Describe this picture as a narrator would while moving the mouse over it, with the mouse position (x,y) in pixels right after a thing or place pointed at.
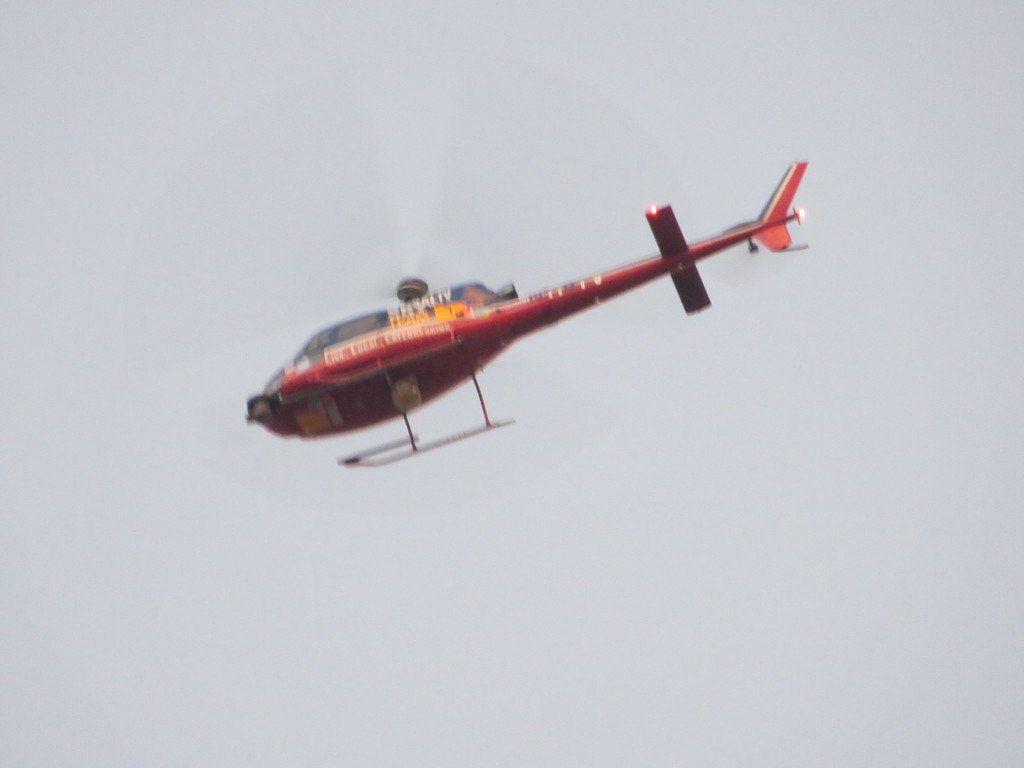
In this image, I can see a helicopter (451,333) flying. In the background (147,288), there is the sky (776,87).
